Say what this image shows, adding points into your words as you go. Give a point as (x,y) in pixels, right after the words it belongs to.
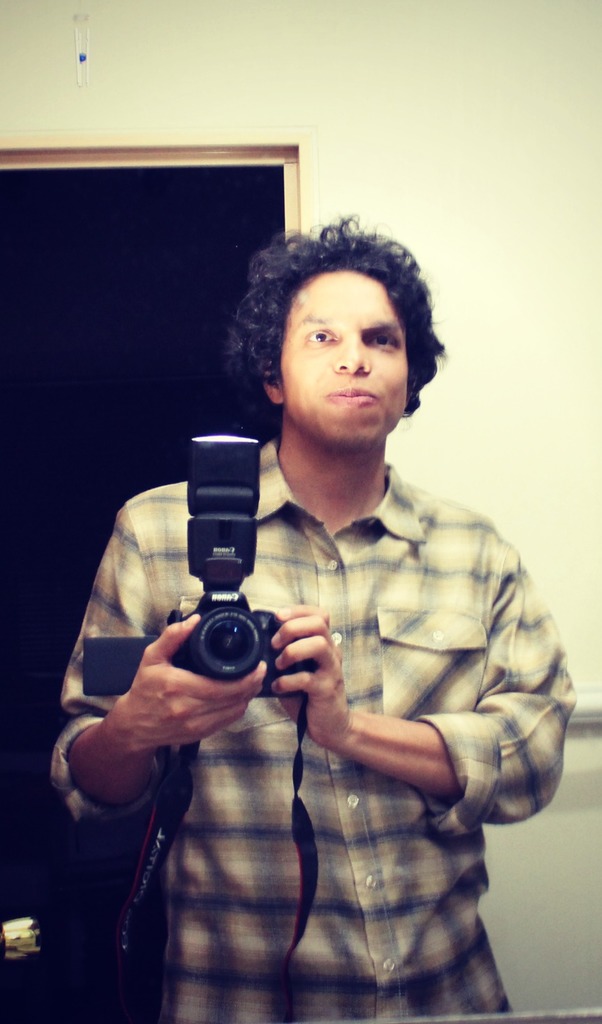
There is a man (429,507) who is holding a camera (246,670) in his hand (245,701).
